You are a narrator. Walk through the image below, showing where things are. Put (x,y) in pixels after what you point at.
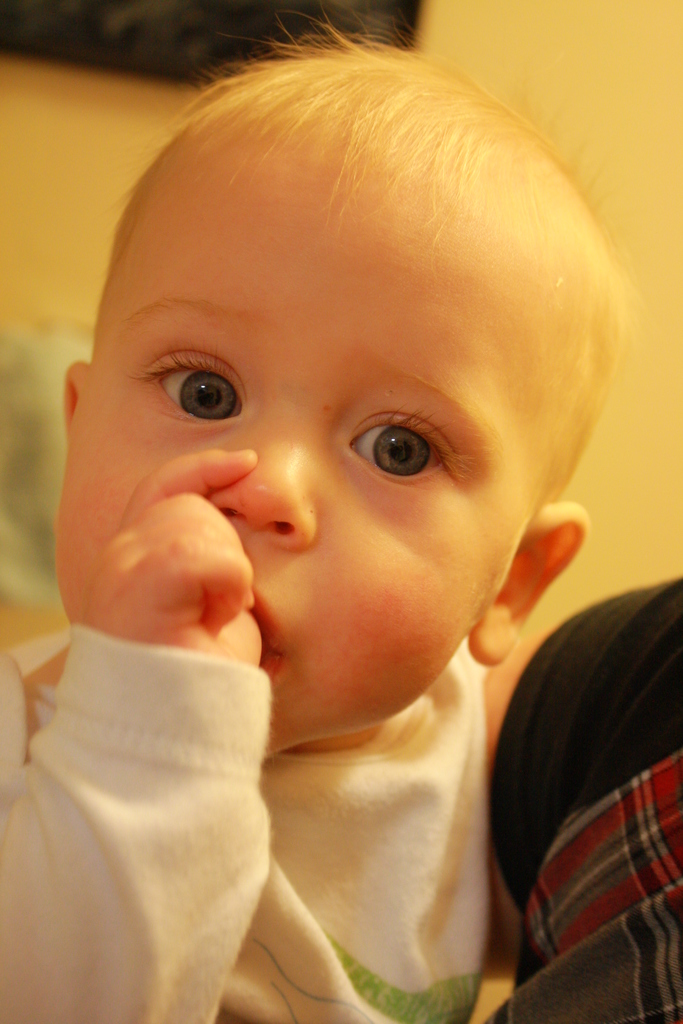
In this picture there is a kid (336,887) wearing white T-shirt (348,883) has placed his thumb finger (256,621) in his mouth (257,611) and there is another person (601,754) in the right corner (598,876).
